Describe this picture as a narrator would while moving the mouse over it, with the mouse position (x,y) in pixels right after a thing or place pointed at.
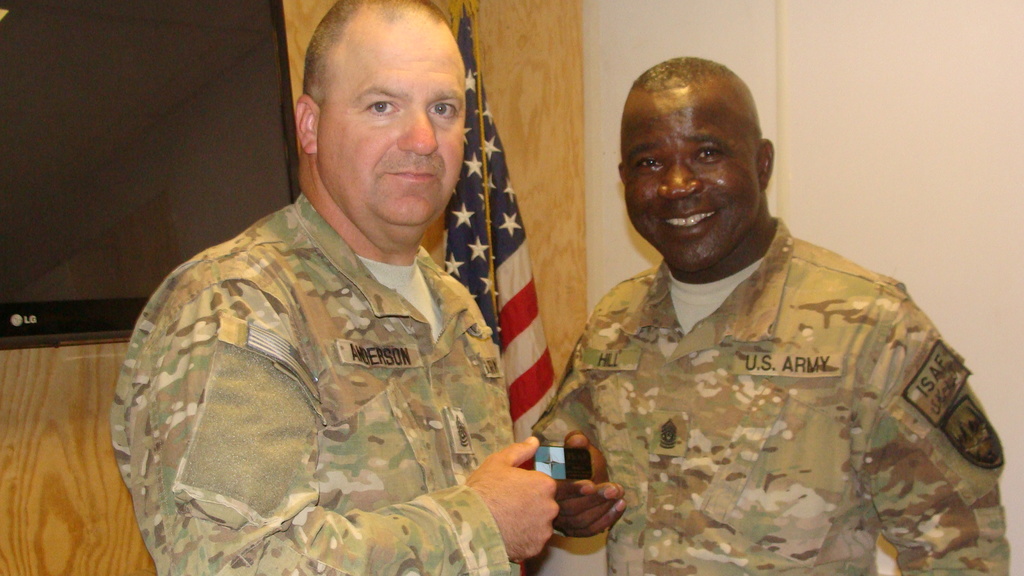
In this picture we can see two men (630,489) standing here, in the background (753,55) there is a wall (784,94), on the left (253,155) there is a television (287,145), behind the men (416,239) we can see a flag (507,236).
